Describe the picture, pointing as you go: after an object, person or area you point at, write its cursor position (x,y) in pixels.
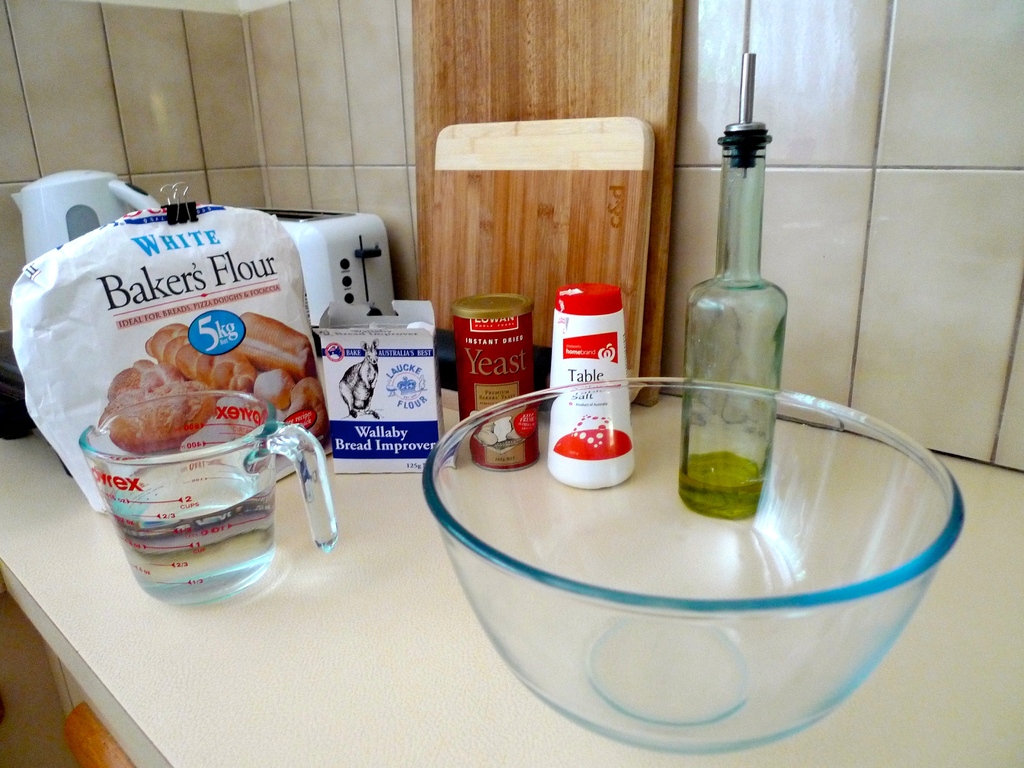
As we can see in the image there is a white color tiles (363,65), a table (90,609). On table (120,573) there is a bowl (723,540), bottle (750,344), yeast bottle (527,332), bread improvement box (423,383) and bakers flour (121,291).
